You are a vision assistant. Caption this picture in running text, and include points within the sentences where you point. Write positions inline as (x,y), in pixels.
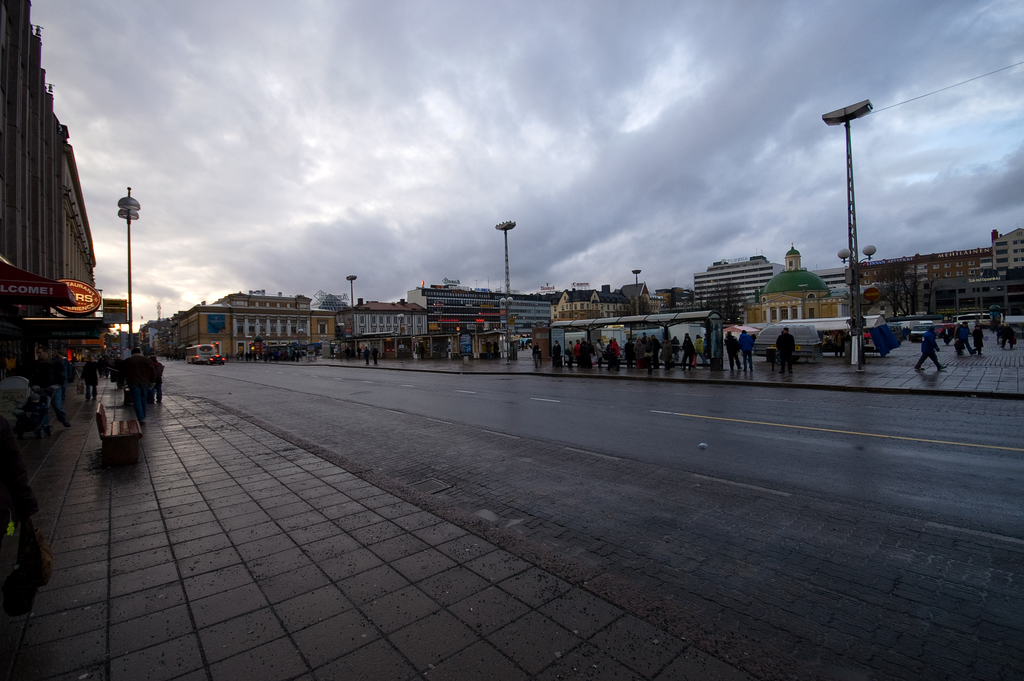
In the image there is a road (667,517) and there are many people (90,383) on the footpaths (725,367), there are some poles (351,282) on the footpaths (323,610) and there are some stores (33,355) and buildings (38,274) around the road (801,538).
